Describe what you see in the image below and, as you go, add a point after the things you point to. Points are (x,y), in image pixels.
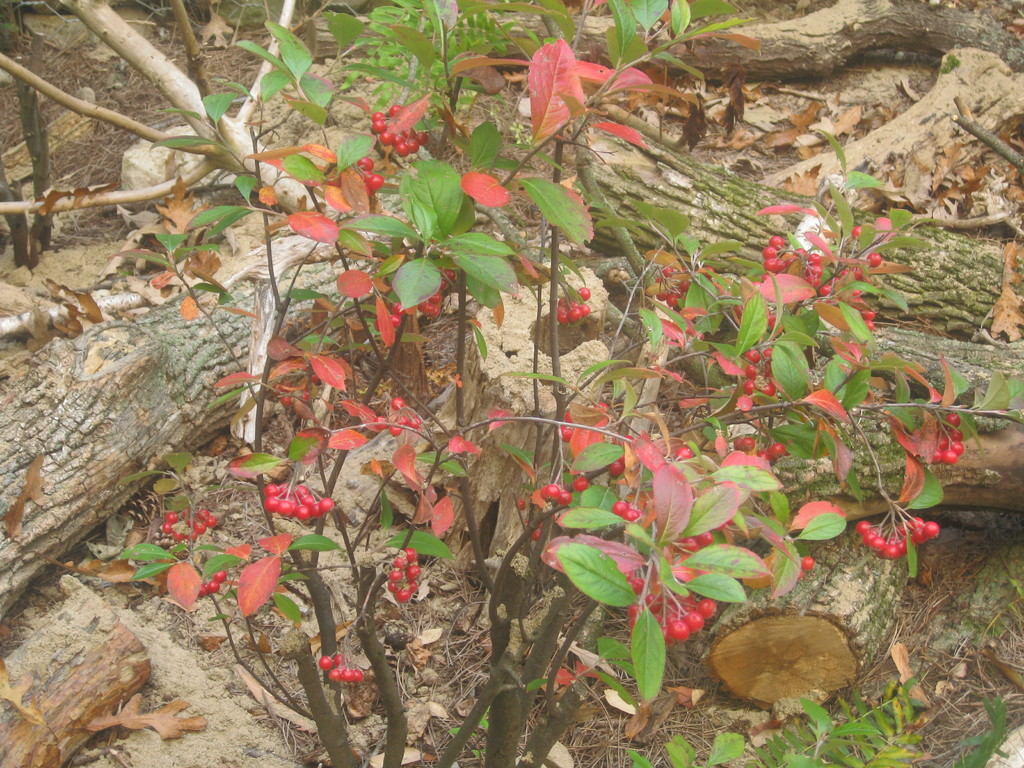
In this image we can see plant (315,367) and branches (863,590).
